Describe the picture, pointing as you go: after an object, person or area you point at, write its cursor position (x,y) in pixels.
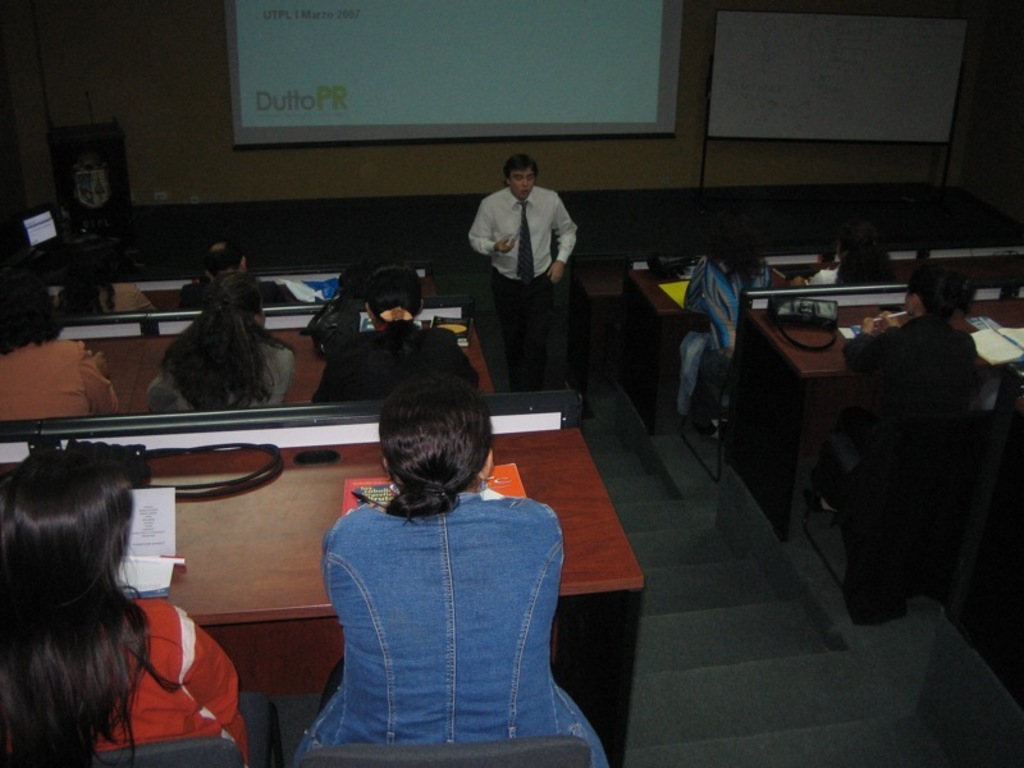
In this image there are group of people (347,562) who are sitting on the right side (887,360) and left side (59,477) and in the center (513,257) there is one man (523,267) who is standing and on the background (353,58) there is a screen (370,54) and on the right side (769,89) there is one board (805,40) and on the tables (185,512) there are papers (152,545) and pens (158,558) are there.
